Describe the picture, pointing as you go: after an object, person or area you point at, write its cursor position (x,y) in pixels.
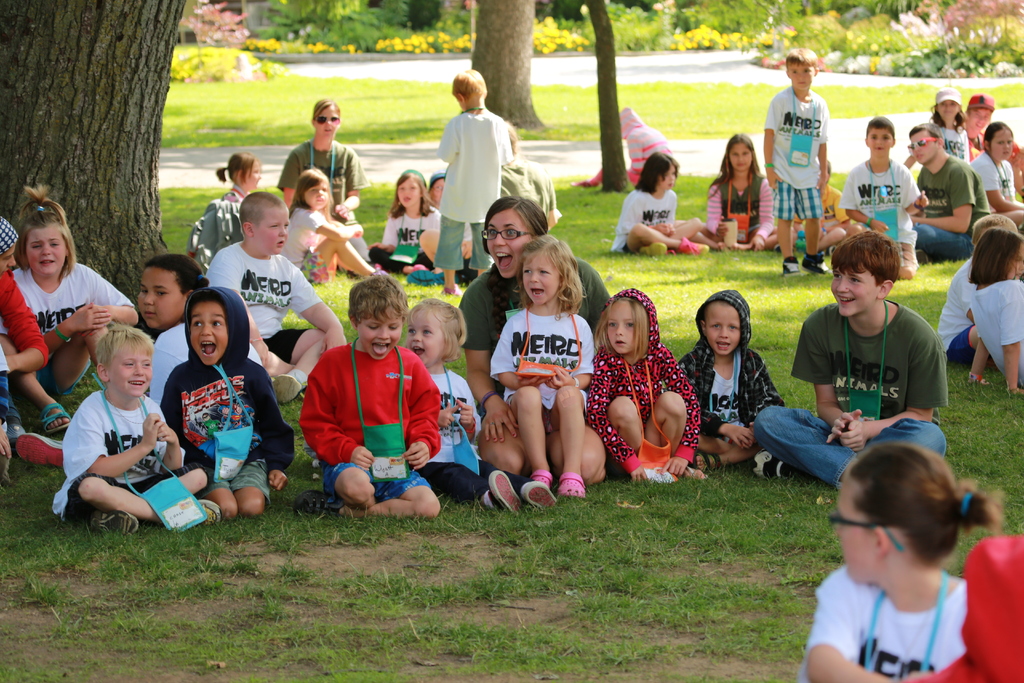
In the picture I can see children (559,493) and few people (931,227) are sitting on the grass (27,534) and we can see a few children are standing. In the background (537,51), I can see trees (96,179) and shrubs (275,51).
